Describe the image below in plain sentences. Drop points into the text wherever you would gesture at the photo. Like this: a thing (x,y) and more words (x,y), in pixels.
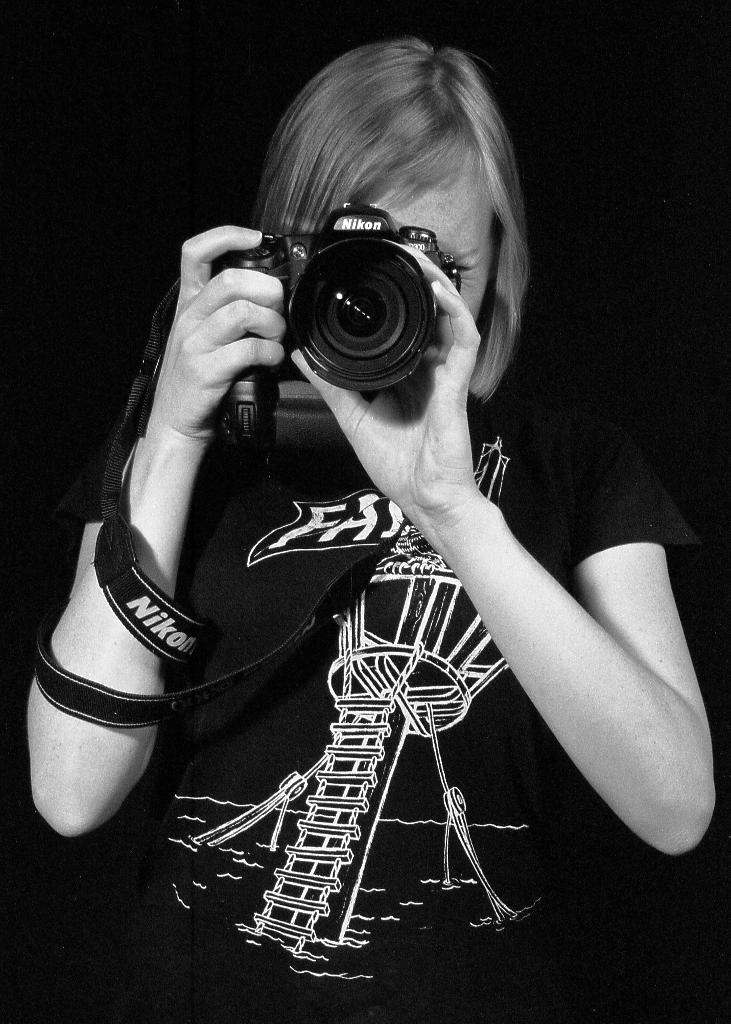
As we can see in the image there is a woman (528,770) holding camera (368,365).
